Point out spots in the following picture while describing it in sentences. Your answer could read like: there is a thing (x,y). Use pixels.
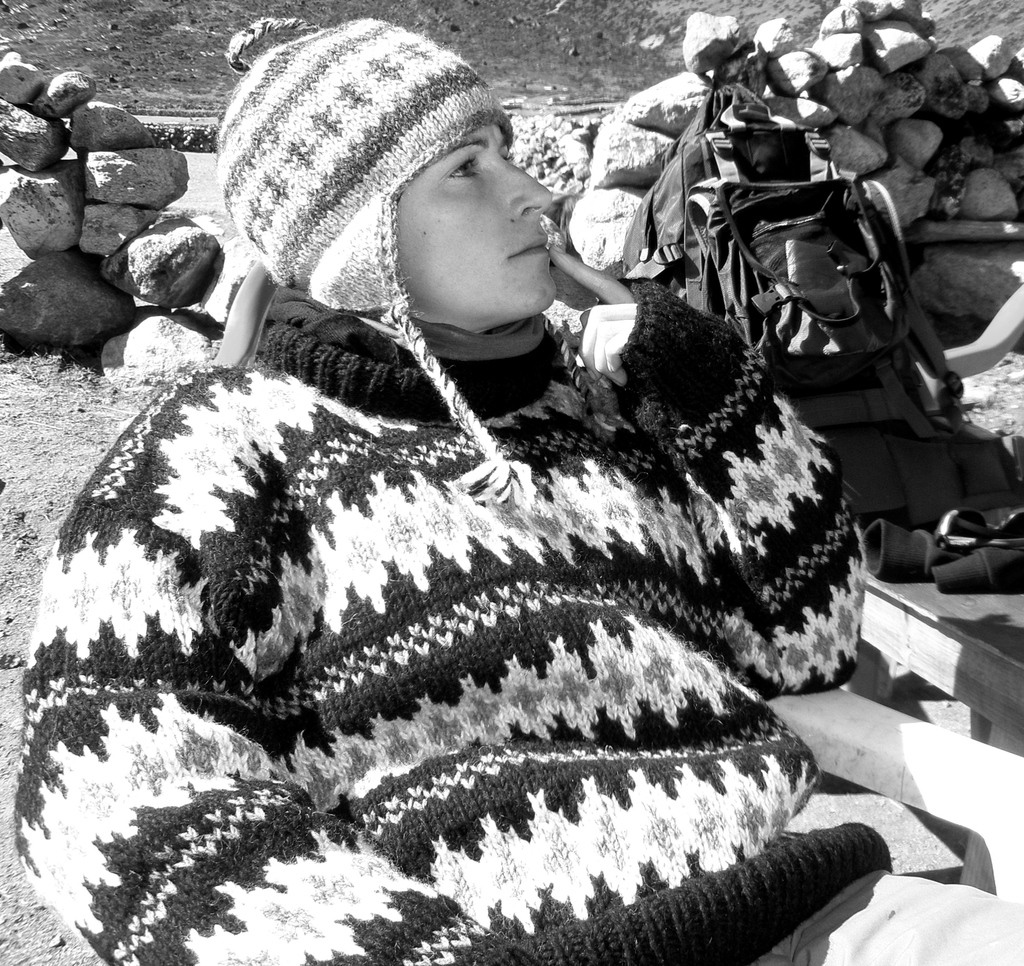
In the foreground of this black and white picture, there is a man (608,741) wearing a sweater (491,624) and a cap (398,107) is sitting on a chair (961,769). In the background (918,561), there is a bag (803,210), spectacles (954,527) and a jacket (957,563) are on a bench (945,643) and we can also see stones (735,72) and a mountain slope (144,47).
